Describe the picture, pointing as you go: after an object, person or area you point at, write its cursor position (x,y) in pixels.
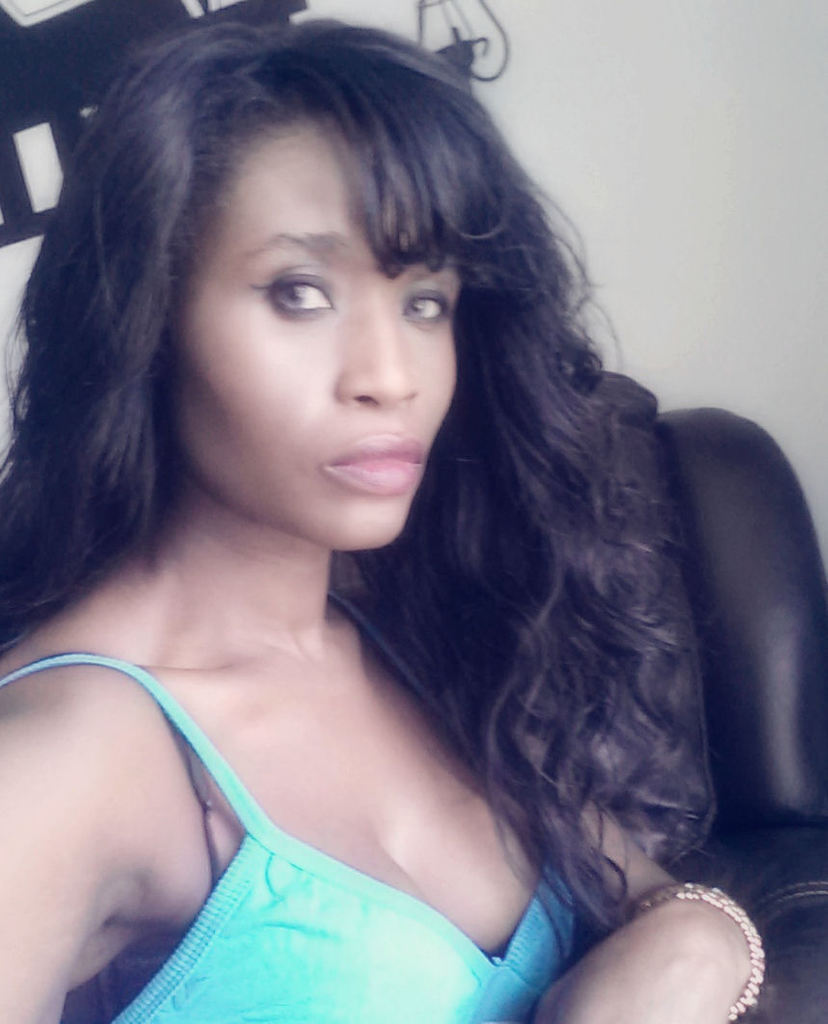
In the middle of the image (411,468) a woman (270,618) is sitting on the couch (790,998). In the background (658,154) there is a wall (42,189) with a painting (78,69) on it.
